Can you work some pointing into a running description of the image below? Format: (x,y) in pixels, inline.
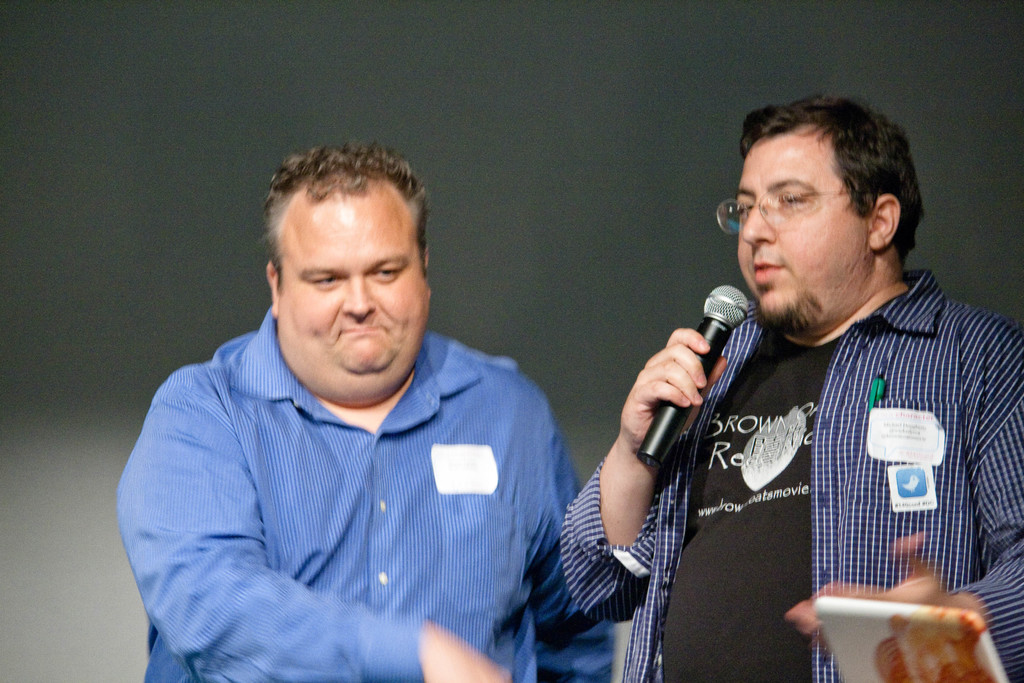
In this picture I can see there are two persons (167,388) standing, the person (378,528) at left (335,491) is wearing a blue shirt (351,497) and the person (677,444) next to him is wearing a black t-shirt (809,401) and a shirt (839,538). There is a grey color backdrop (120,61).
